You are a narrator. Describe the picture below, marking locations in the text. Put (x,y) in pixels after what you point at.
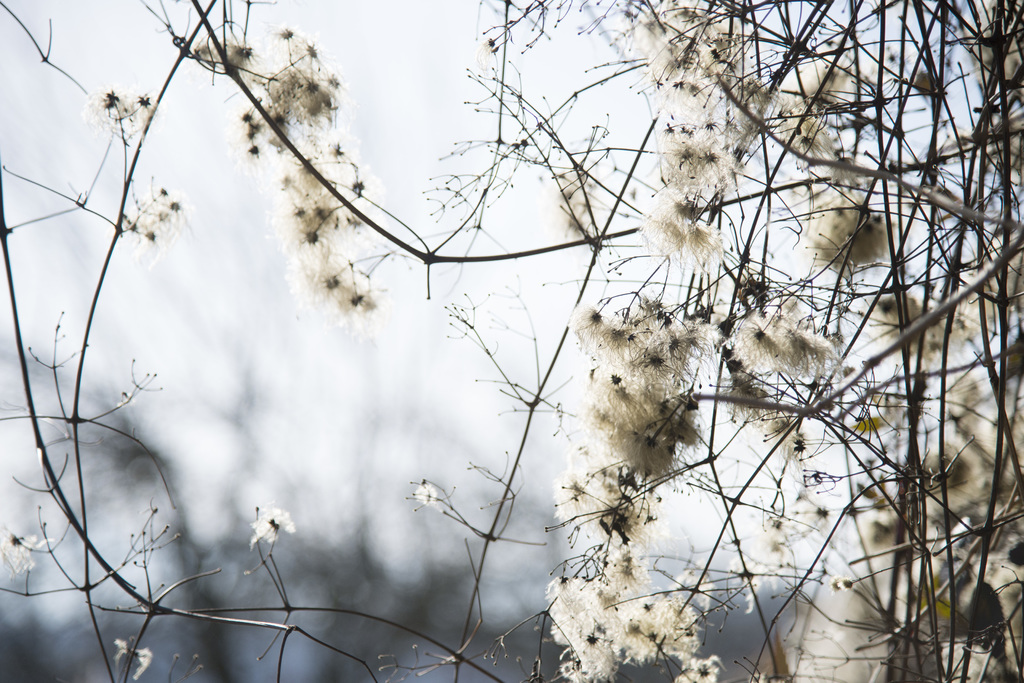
In this image we can see some trees (646,210) with flowers (672,172) on it and the background (411,197) it is blurred.
